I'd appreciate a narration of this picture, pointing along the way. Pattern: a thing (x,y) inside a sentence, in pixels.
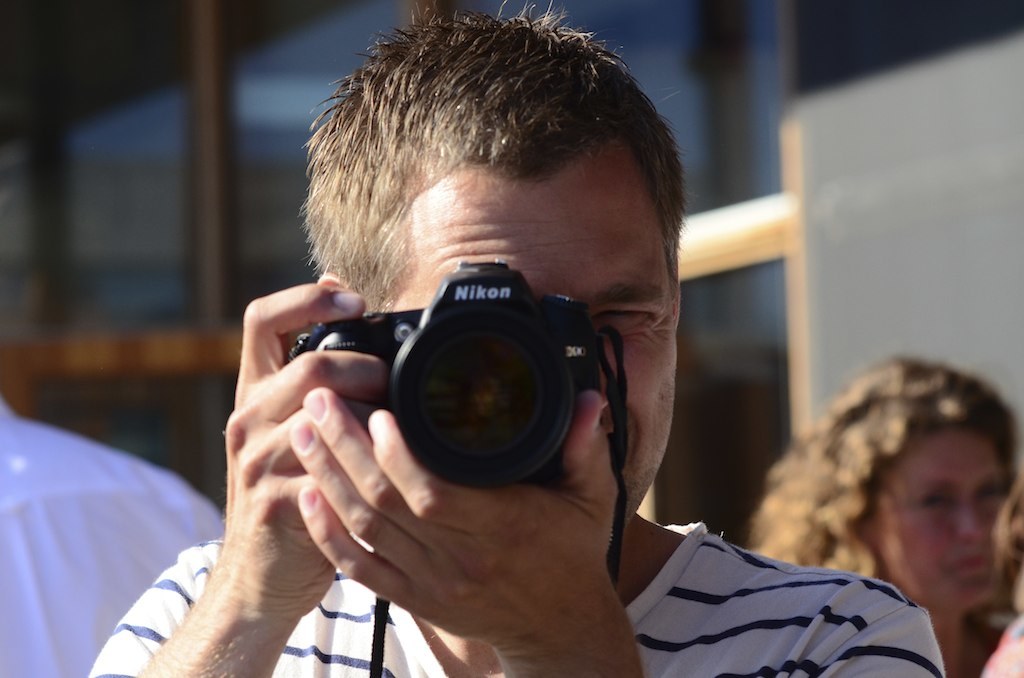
In this image I can see a man (328,376) is holding a camera (434,308). In the background (767,539) I can see few more people (825,498).
